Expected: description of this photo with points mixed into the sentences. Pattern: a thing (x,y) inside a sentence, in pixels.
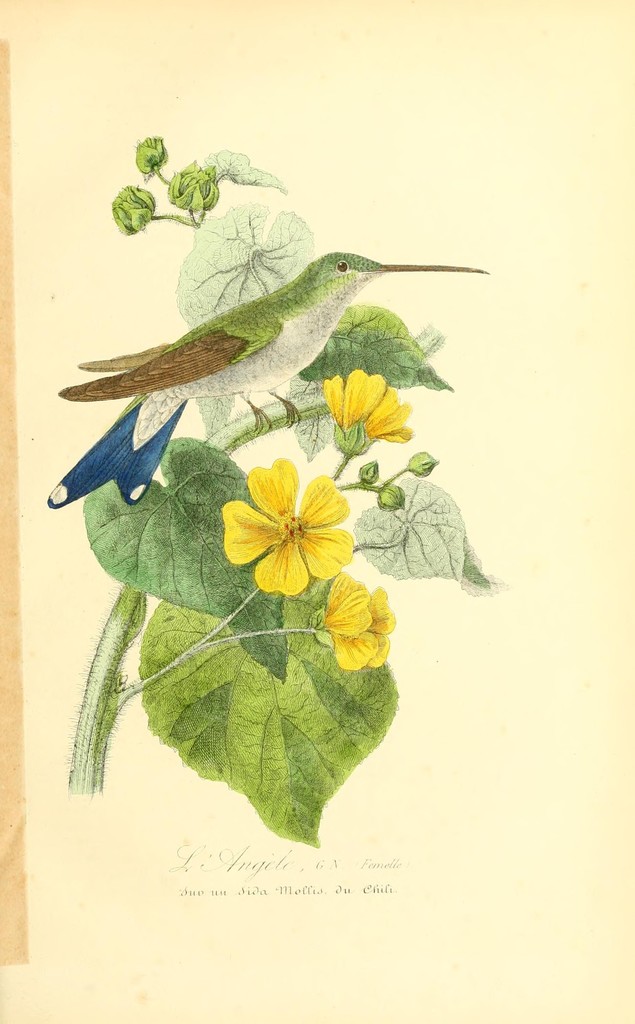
In the picture I can see an art (337,304) of a bird (216,332) on the plant stem (227,430) where I can see yellow color flowers (303,520) and buds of a plant (180,533). Here I can see some edited text (186,865) at the bottom of the image (317,873).
